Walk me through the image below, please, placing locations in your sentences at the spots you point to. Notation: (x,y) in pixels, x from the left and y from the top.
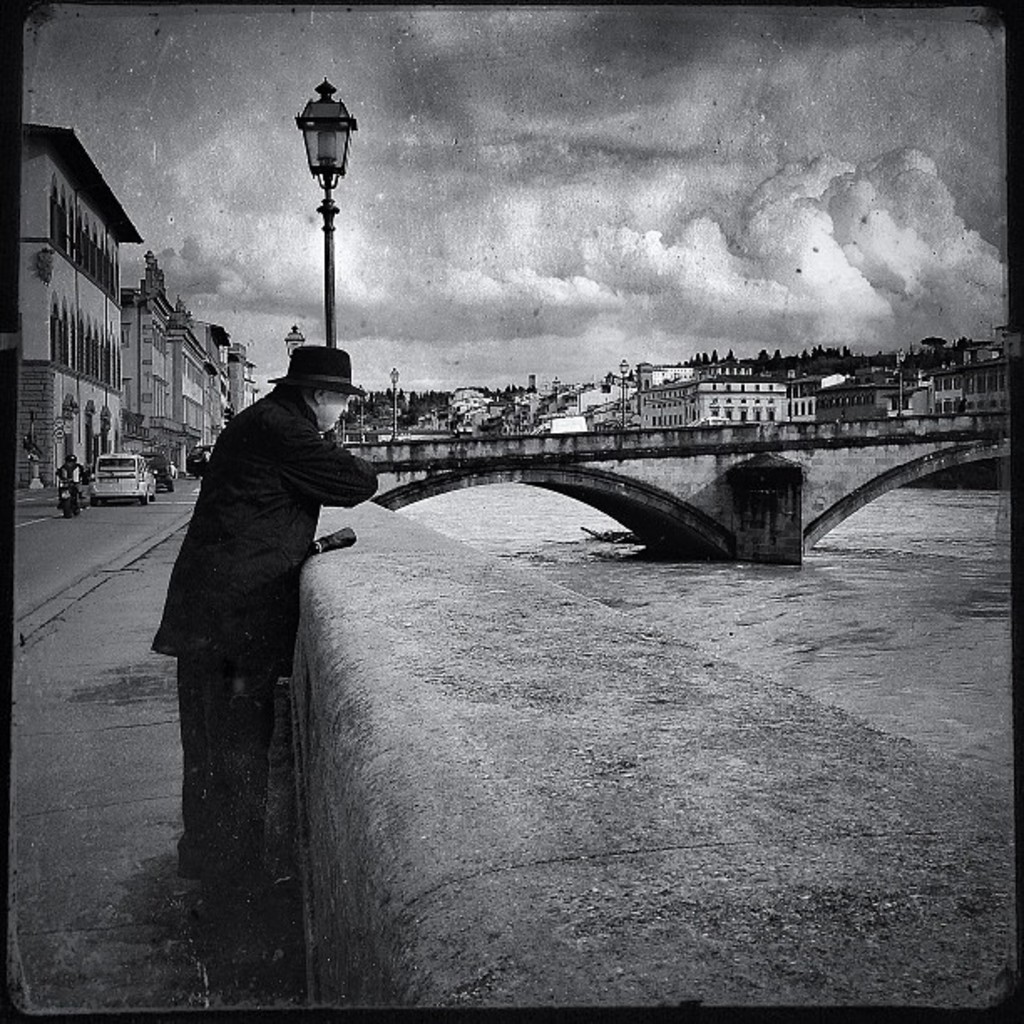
This is a black and white image and here we can see a person (284,466) wearing hat (314,372) and standing. In the background (127,489), there are vehicles (107,497) on the road (127,538), we can see a bridge (719,464), poles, buildings (745,412) and we can see some lights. At the bottom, there is water (908,629) and at the top (532,157), there are clouds (577,208) in the sky (522,228).
